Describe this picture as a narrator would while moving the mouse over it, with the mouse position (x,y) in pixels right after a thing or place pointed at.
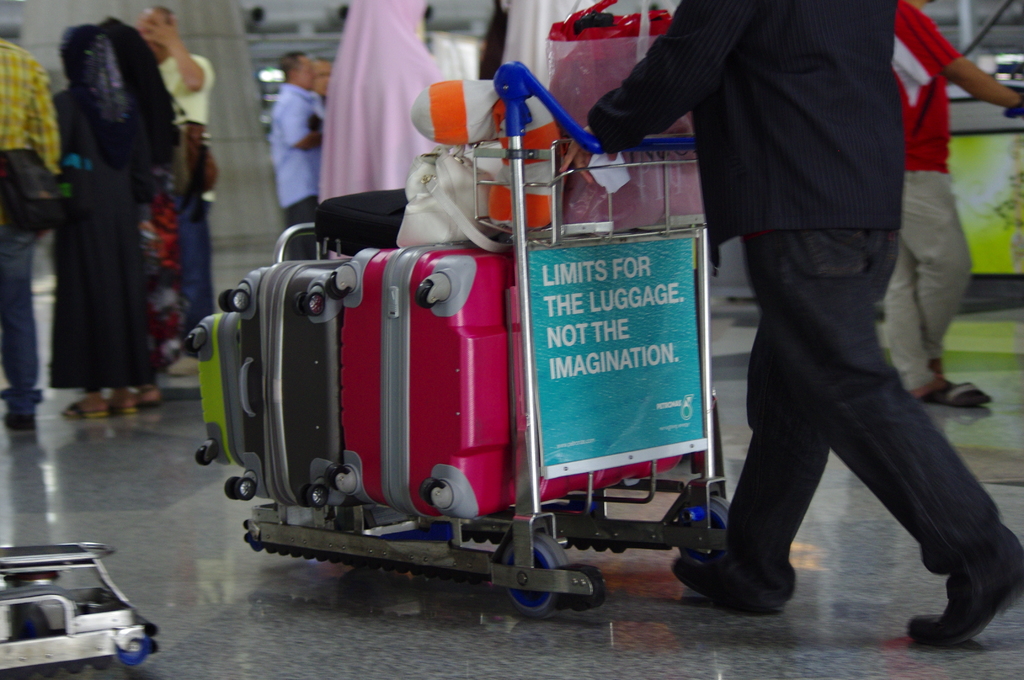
In this picture there is a trolley (551,227) in which some luggage bags (415,347) were placed. One man (806,15) is pushing the trolley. There are some people (142,222) standing in the background (356,108).
